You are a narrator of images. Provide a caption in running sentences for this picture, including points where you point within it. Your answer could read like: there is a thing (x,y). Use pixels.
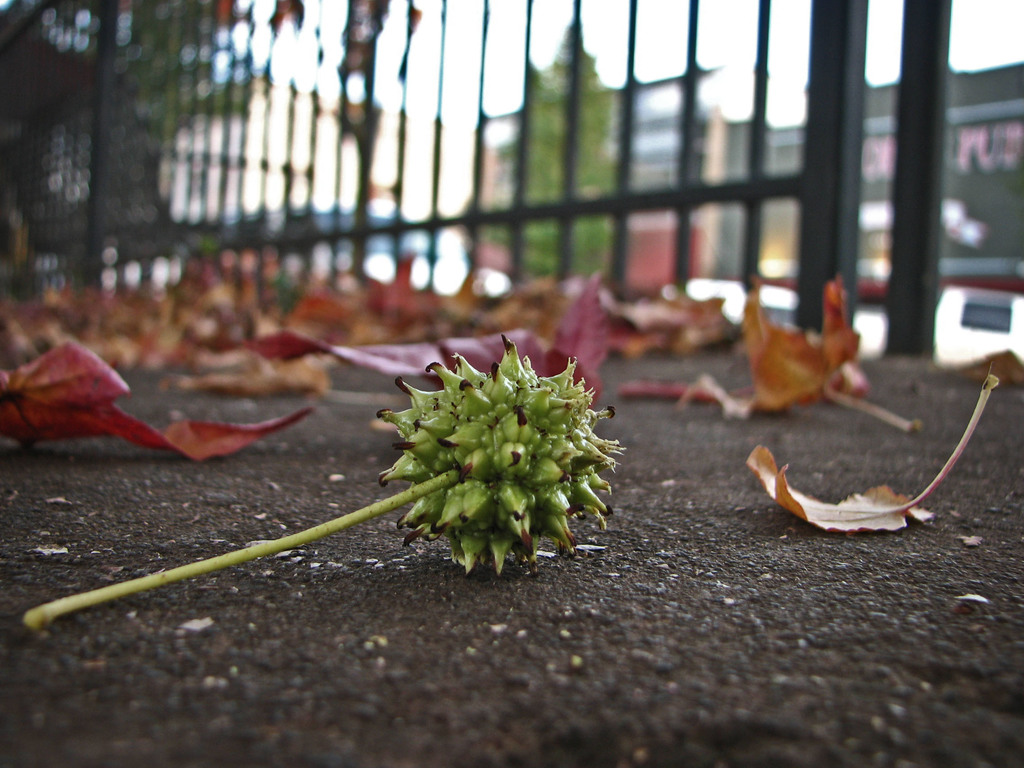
In this picture we can see leaves (270,432) and a stem (138,588) with a flower (476,463) on the ground (349,560). In the background (852,73) we can see fence (829,62), trees (237,81), buildings (886,107), some objects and it is blurry.
